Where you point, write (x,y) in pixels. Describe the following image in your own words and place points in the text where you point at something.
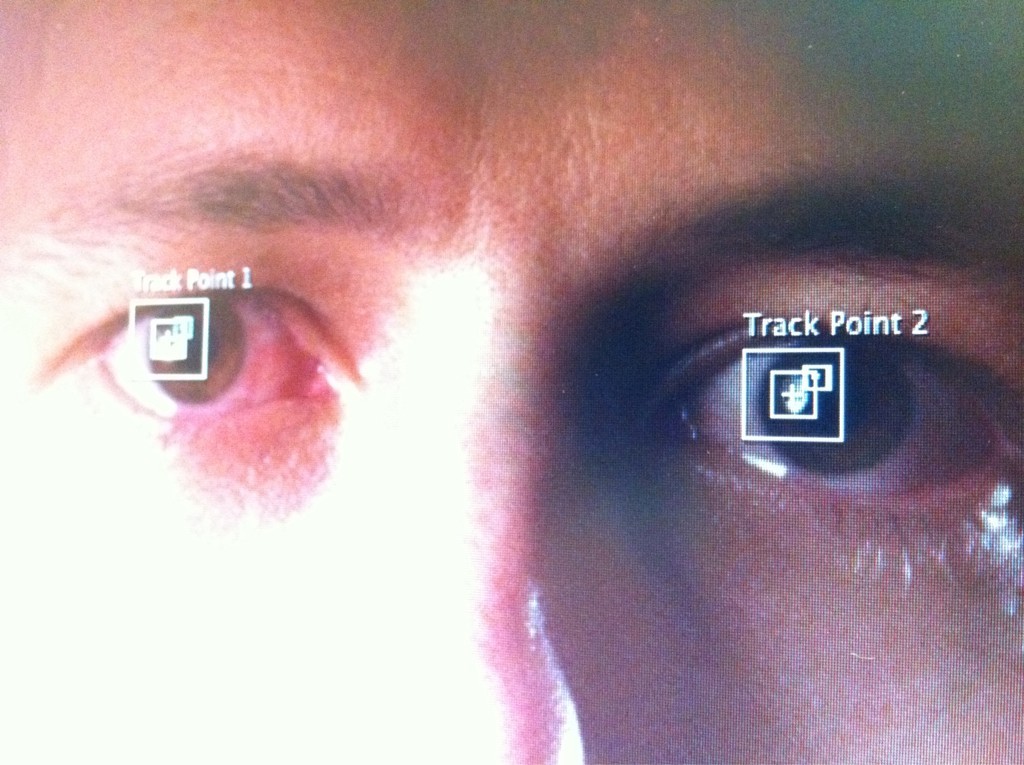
In the picture I can see the screen (429,730) in which I can see the person image (538,463) where I can see some images (813,373) and text (222,280) on the eyes (901,437).
